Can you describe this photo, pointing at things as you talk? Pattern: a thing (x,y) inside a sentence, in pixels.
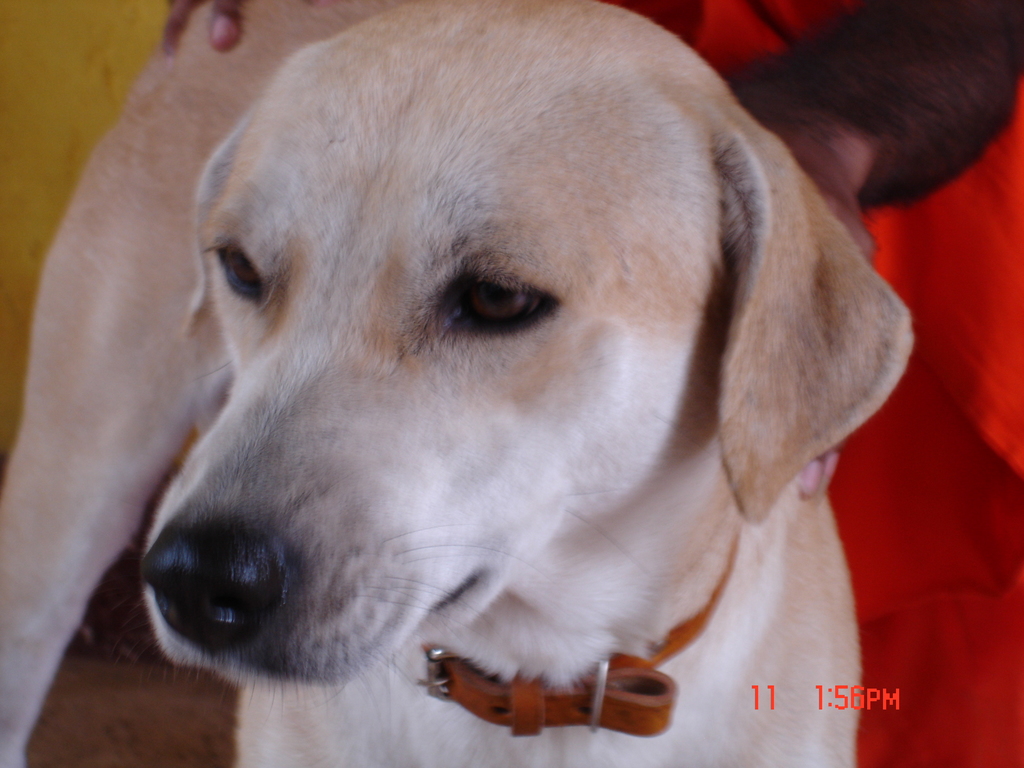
In this image there is a dog (389,208), in the background (876,129) there are hands (868,140) and a red cloth (908,481), in the bottom right (757,690) there is time (778,704).
